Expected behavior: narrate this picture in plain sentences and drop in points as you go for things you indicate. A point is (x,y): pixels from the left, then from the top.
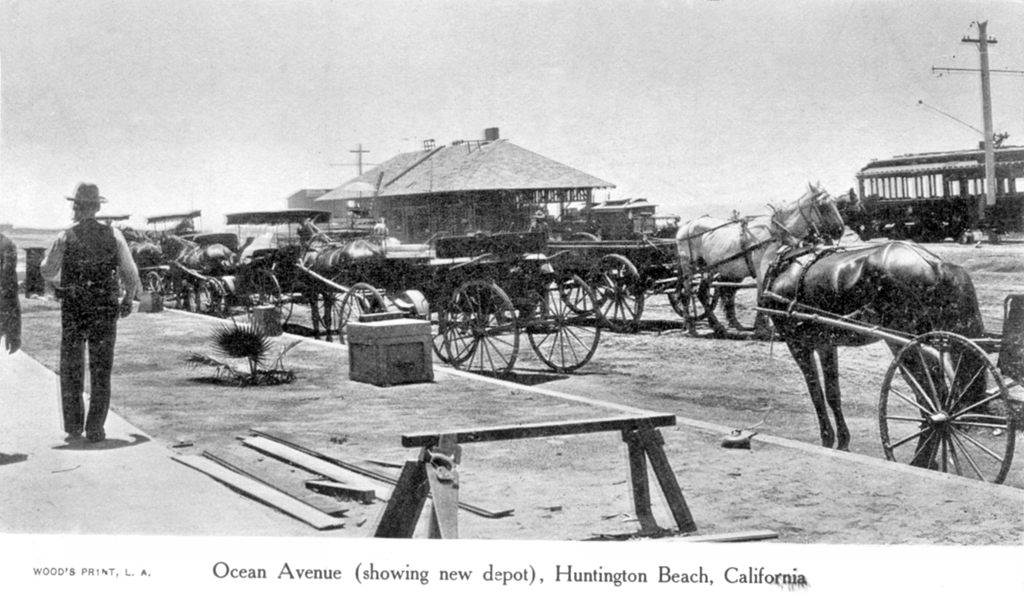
In this picture we can see horse carts (691,300) in the middle (475,293), on the left side (78,301) there are two persons (105,310), in the background (394,198) we can see a house (569,171), on the right side (984,48) there is a pole (988,190), we can see the sky (966,79) at the top of the picture (929,64), there is some text (512,571) at the bottom (536,565), it is a black and white image.
